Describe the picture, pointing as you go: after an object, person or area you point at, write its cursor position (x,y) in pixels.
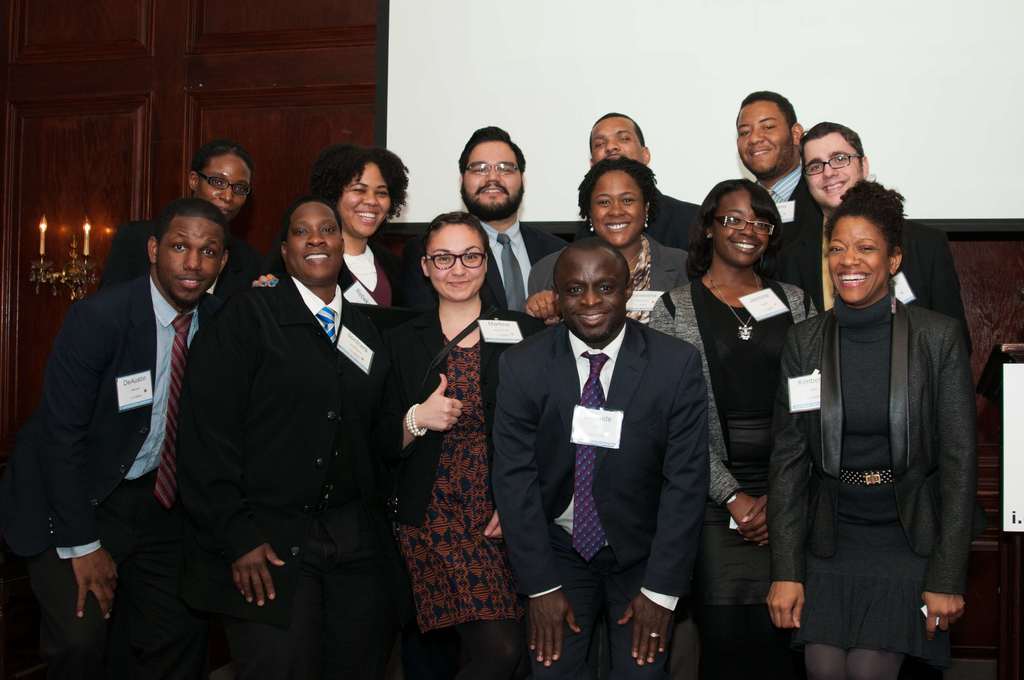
Here we can see group of people (732,350) posing to a camera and they are smiling. In the background (730,84) we can see a wall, door (364,97), and lights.
